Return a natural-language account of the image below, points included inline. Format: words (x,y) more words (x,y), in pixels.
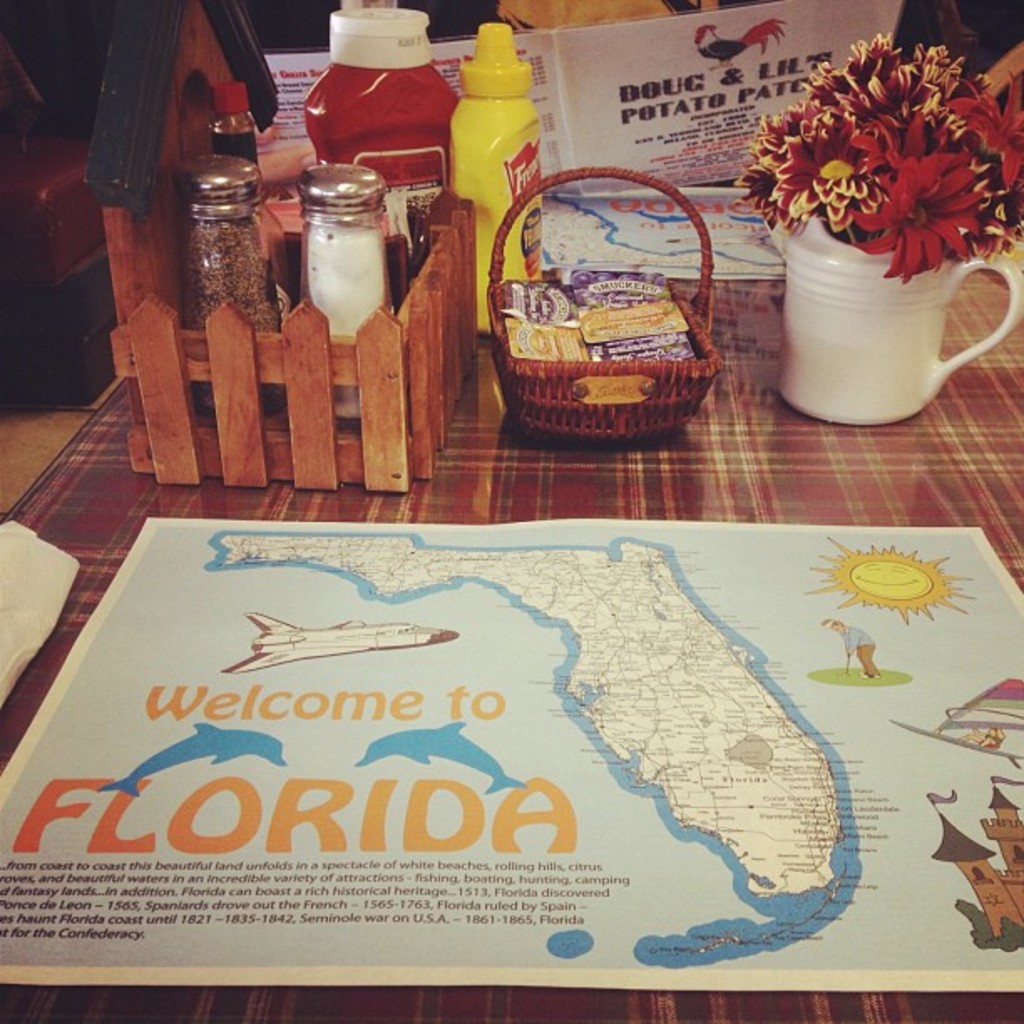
In this image I can see there is a table (778,337). On the table (769,433) there is a stand (366,333) with bottles (255,185) and in that there are some food items (359,251). And there is a banner (810,17) with logo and text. And there are some packets (640,299) and a flower pot (810,143). And at the back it looks like a chair (76,202) on the floor (68,413).
